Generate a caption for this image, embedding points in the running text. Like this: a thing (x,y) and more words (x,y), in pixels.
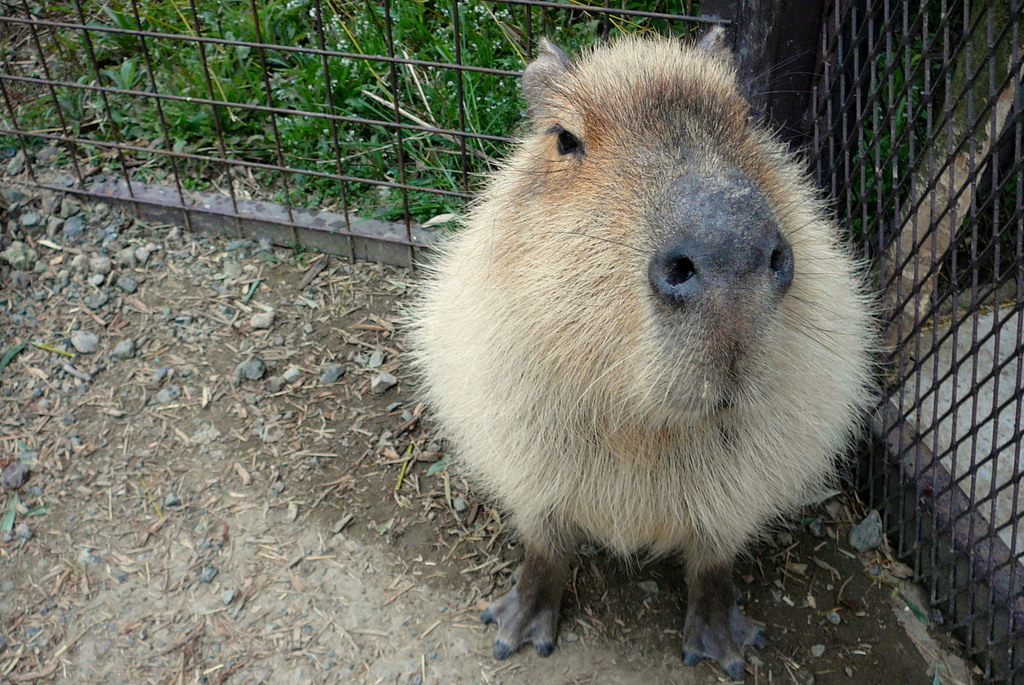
In the image there is an animal (528,103) on the ground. Behind the animal (557,376) there is a fencing (338,246). Behind the fencing (400,145) there is grass (287,90).
